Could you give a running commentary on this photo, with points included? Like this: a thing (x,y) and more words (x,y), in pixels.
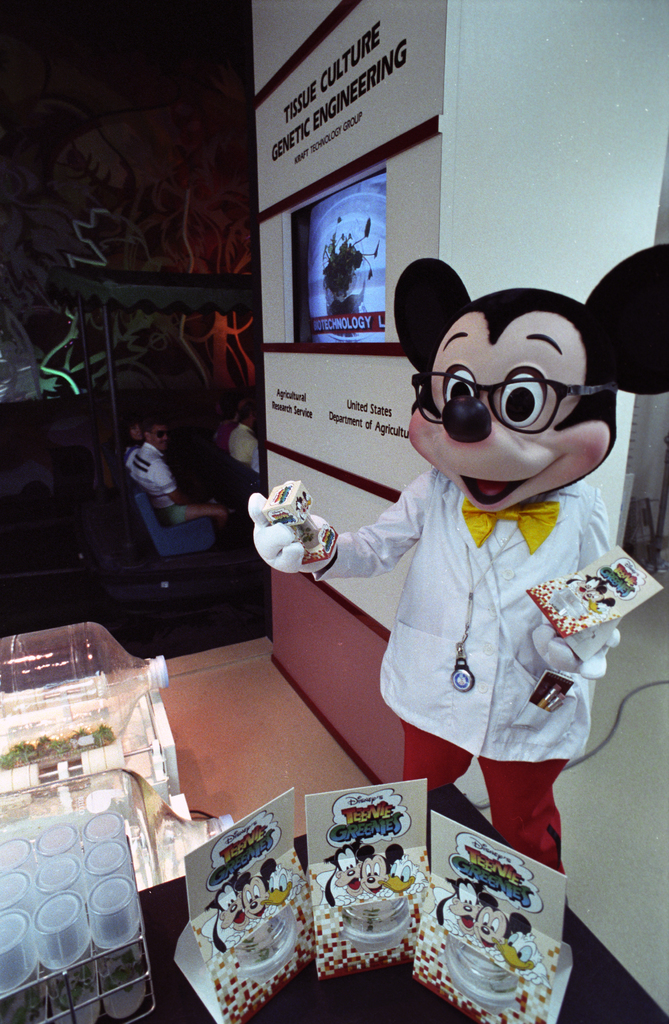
On the right side of the image (532,805) we can see mickey mouse toy (499,589). On the left side of the image (156,427) we can see persons (156,479), glasses (59,930), water tin (80,660). In the background (284,296) we can see wall (152,125) and television (356,270).
